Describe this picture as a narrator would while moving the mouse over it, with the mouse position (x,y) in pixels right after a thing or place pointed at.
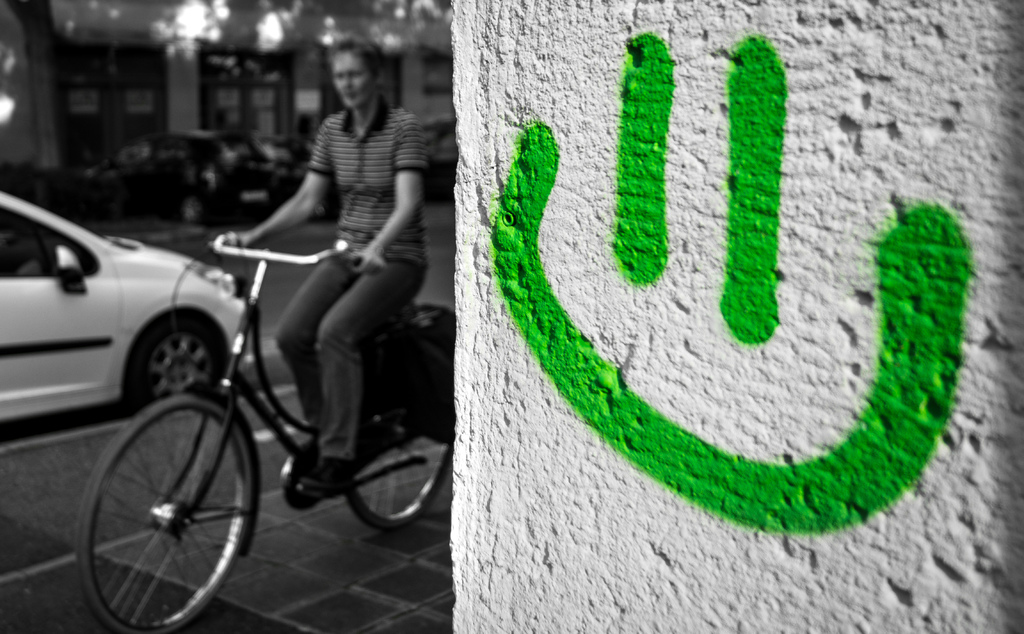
This looks like an edited image. This looks like a white wall (534,68) with a green paint (578,370) on it. I can see a person (325,350) sitting and riding bicycle (287,478). This is the car (194,292) which is parked aside. At background (121,179) I can see another vehicle (195,165) and this looks like a building (248,66).
